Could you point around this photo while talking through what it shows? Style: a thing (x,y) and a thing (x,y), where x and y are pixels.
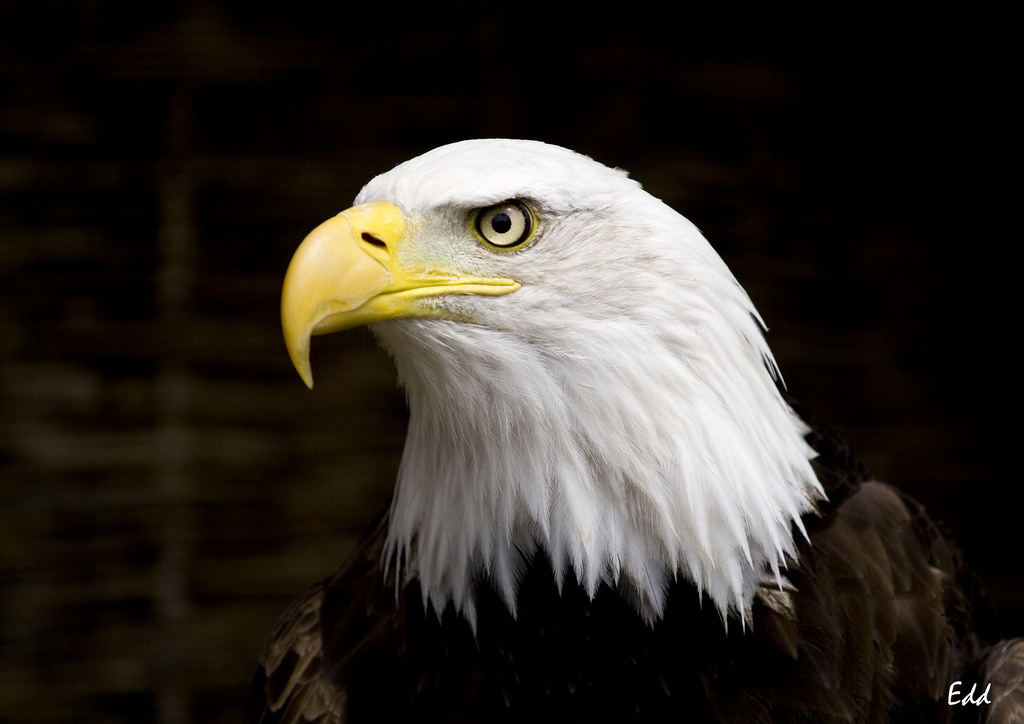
In the picture I can see an eagle (489,432). The background of the image (778,269) is dark. On the bottom right corner of the image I can see a watermark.
